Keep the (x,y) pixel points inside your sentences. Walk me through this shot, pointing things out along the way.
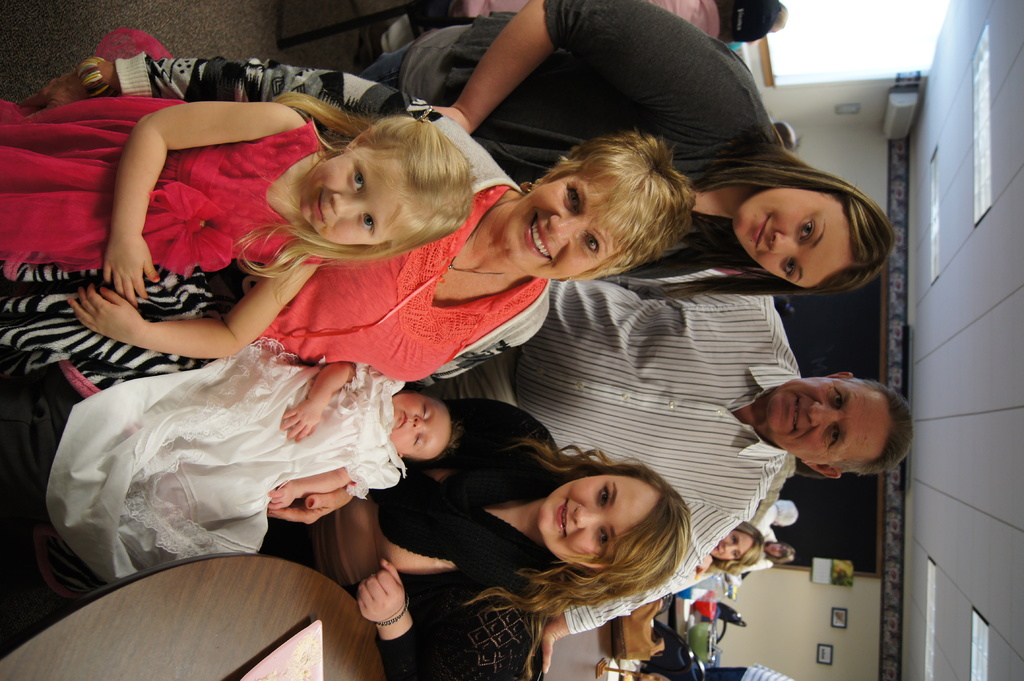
In this image I can see the group of people (300,355) with different color dresses (477,410). These people (451,642) are wearing the different color dresses (436,640). To the side I can see some tables (367,627). On the tables (180,625) I can see the bag (628,623), bowls (696,648) and many objects (694,612). In the background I can see the board (806,483) and some frames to the wall (744,632). I can also see the lights (986,198) in the top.
